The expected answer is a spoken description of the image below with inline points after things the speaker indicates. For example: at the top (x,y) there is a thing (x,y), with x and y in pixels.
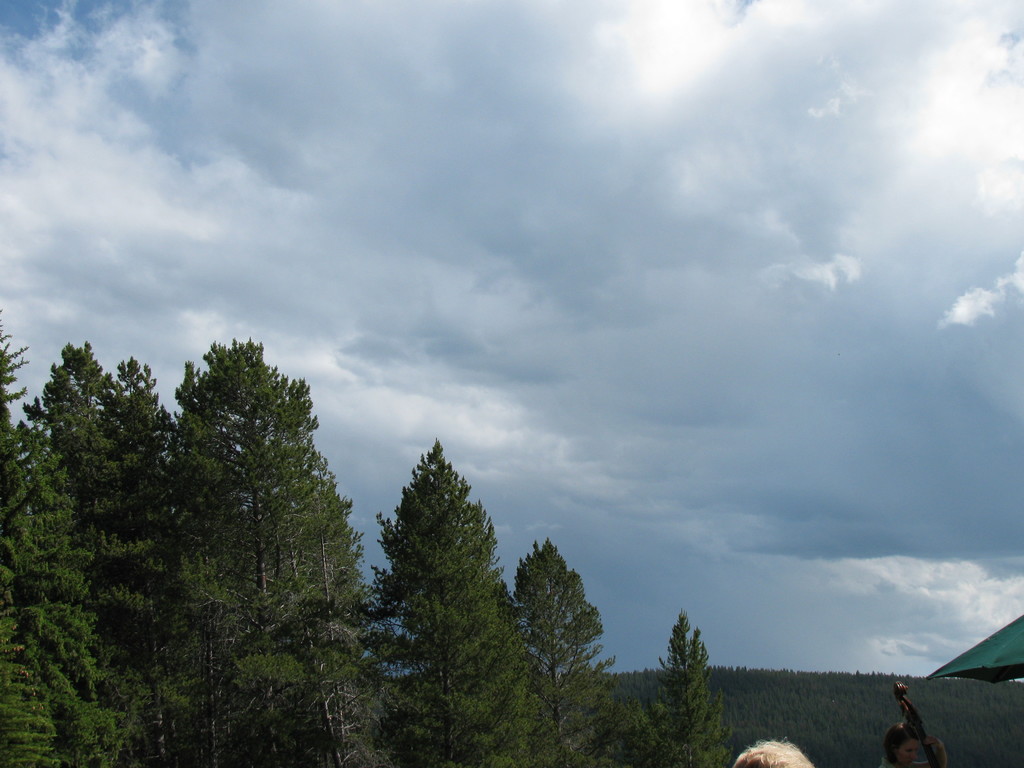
In this picture we can see few trees (318,525), an umbrella (1003,669) and clouds (615,441), and also we can see a person (775,744).
